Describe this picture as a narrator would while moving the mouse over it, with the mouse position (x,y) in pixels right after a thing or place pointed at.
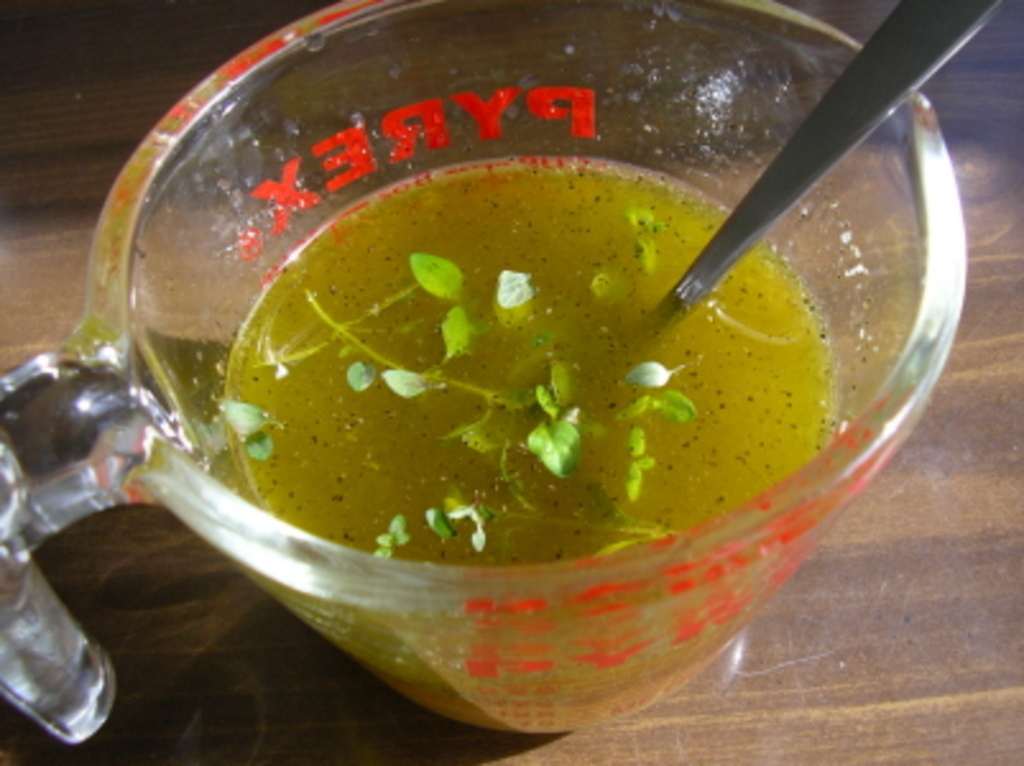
In this picture I can observe a cup (655,542). There is some drink (497,336) in the cup (393,440). I can observe some leaves (433,385) and spoon (793,196) in the drink (505,264). The cup (731,161) is placed on the brown color table (194,634).
